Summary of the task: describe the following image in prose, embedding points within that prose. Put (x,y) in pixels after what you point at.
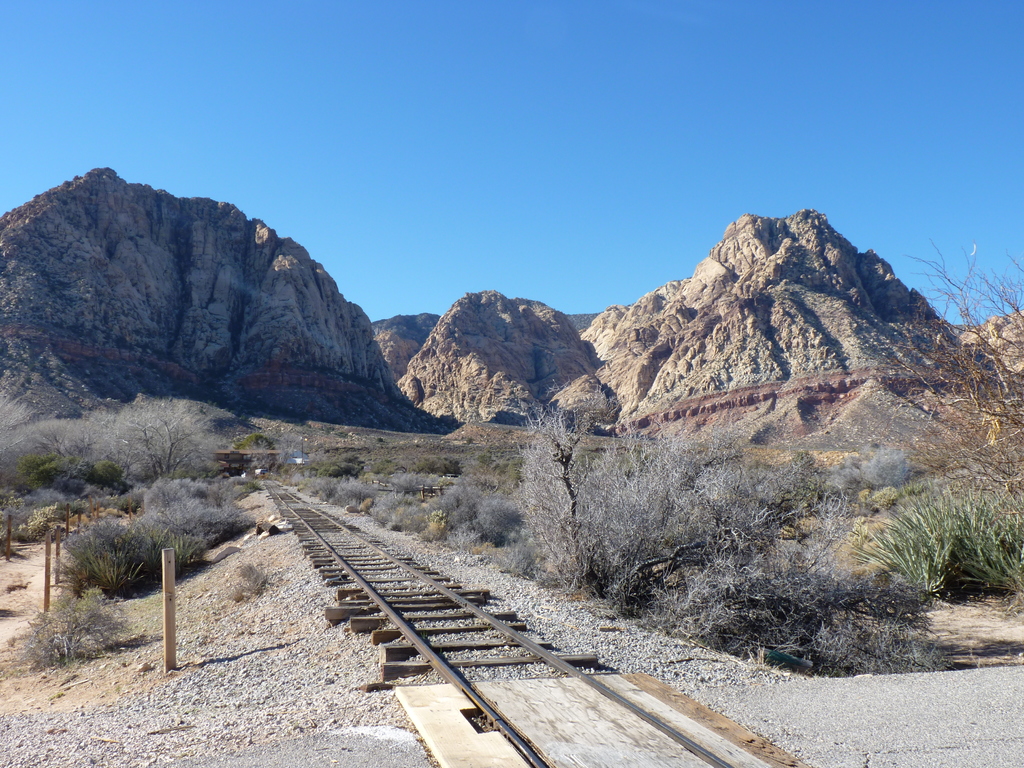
We can see track (373,548), plants (946,521), dried trees (786,605) and wooden poles (165,616). In the background (57,281) we can see hills (841,253) and sky (487,155) in blue color.
